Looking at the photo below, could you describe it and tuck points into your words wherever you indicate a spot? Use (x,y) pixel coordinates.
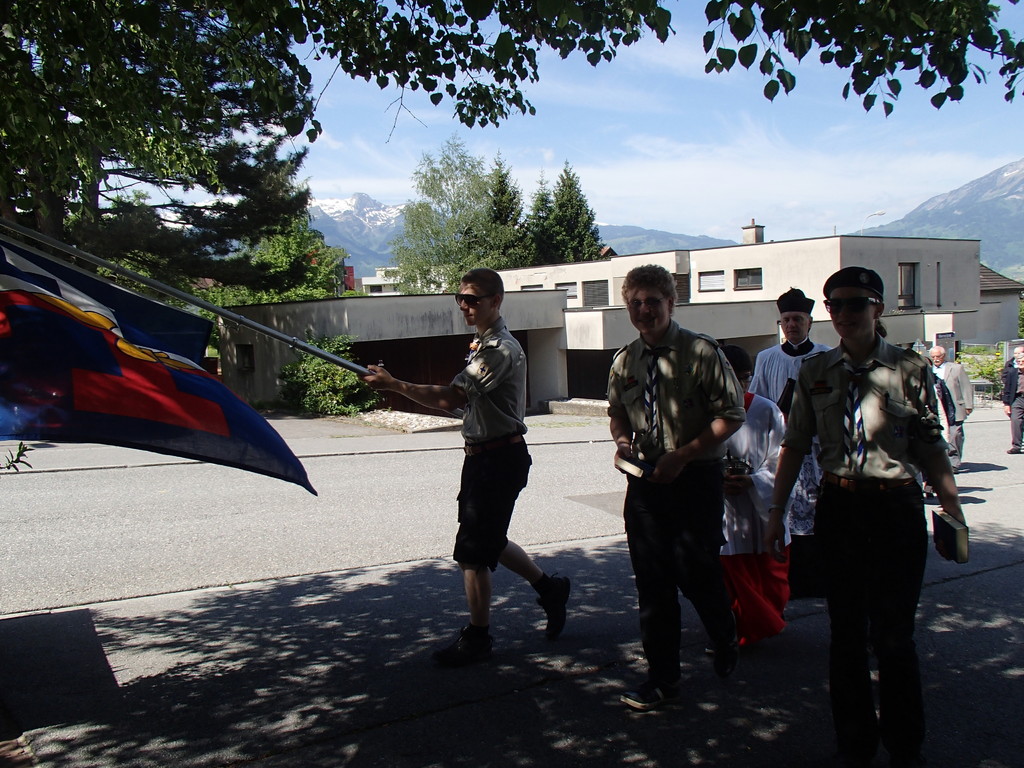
In this image we can see few people (736,448) walking on the road (263,551), a person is holding a flag (174,331) and two people (617,459) are holding books (952,544), there are buildings (711,300), trees (437,285) and sky (736,167) in the background (611,273).
